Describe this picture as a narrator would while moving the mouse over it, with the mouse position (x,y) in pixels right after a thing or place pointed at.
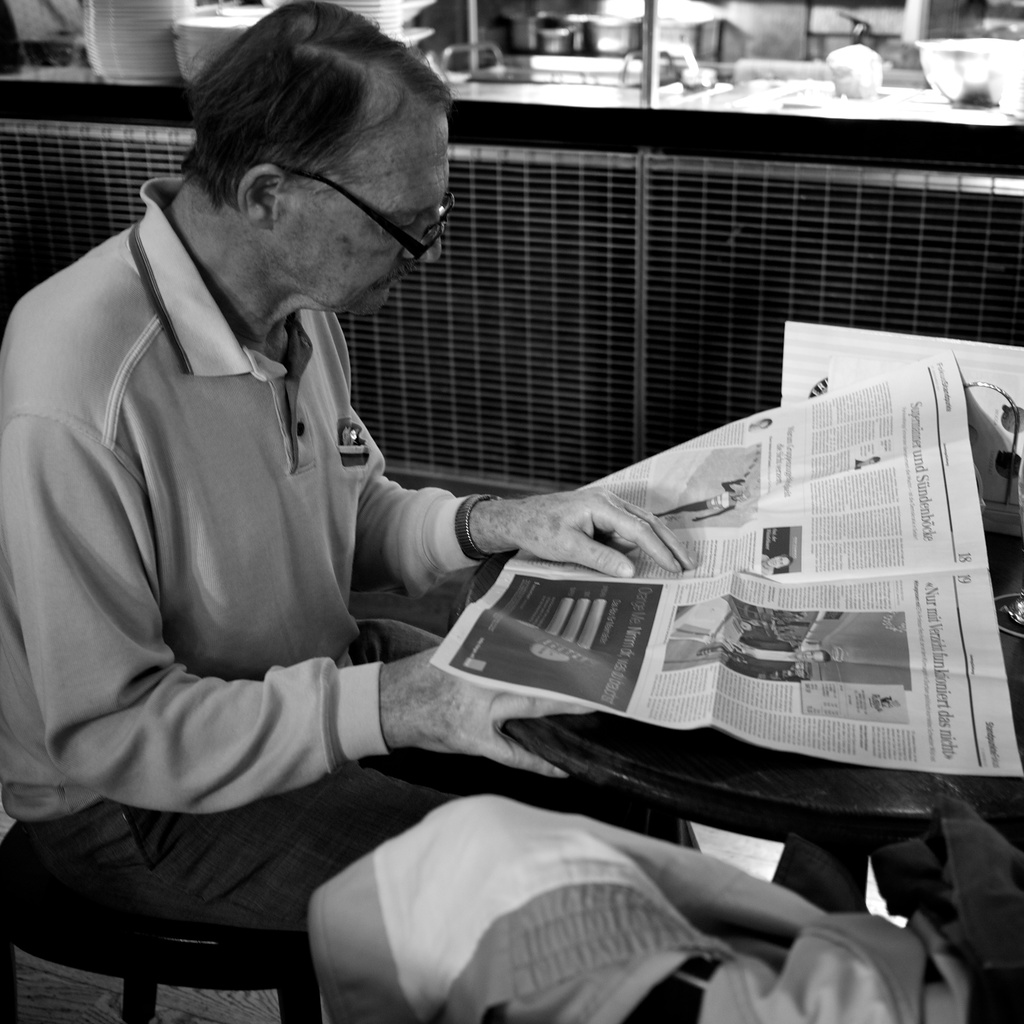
In this image, we can see an old person (245,732) is sitting on the chair (95,936) and keeping his hand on the newspaper (636,643). Here there is a table (911,820), few objects (1016,475) on it. At the bottom (908,853), we can see cloth (929,934) and floor (224,997). Background (711,323) we can see kitchen platform (728,274), few utensils (1015,63) we can see.
